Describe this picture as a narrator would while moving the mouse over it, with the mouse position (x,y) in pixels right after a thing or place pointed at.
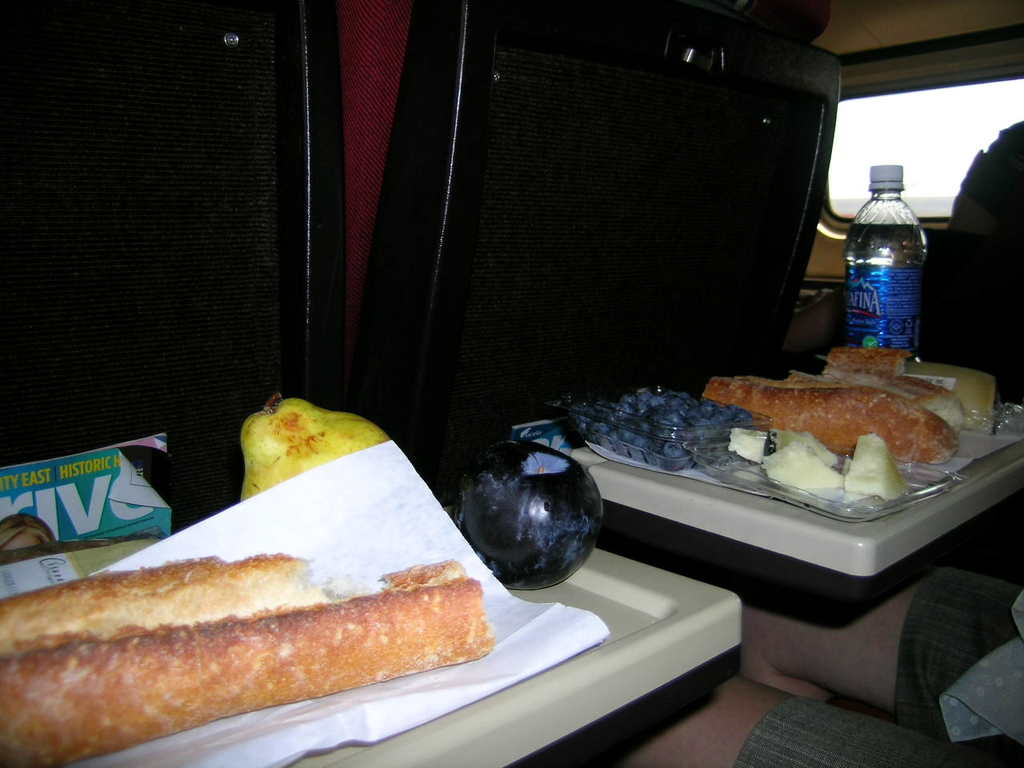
In this image, we can see fruits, some eatable things (397,637), bottle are placed on the table (680,653). Here we can see magazine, seats (532,249), window (845,143). Right side (940,754) bottom, we can see human legs (889,702).
